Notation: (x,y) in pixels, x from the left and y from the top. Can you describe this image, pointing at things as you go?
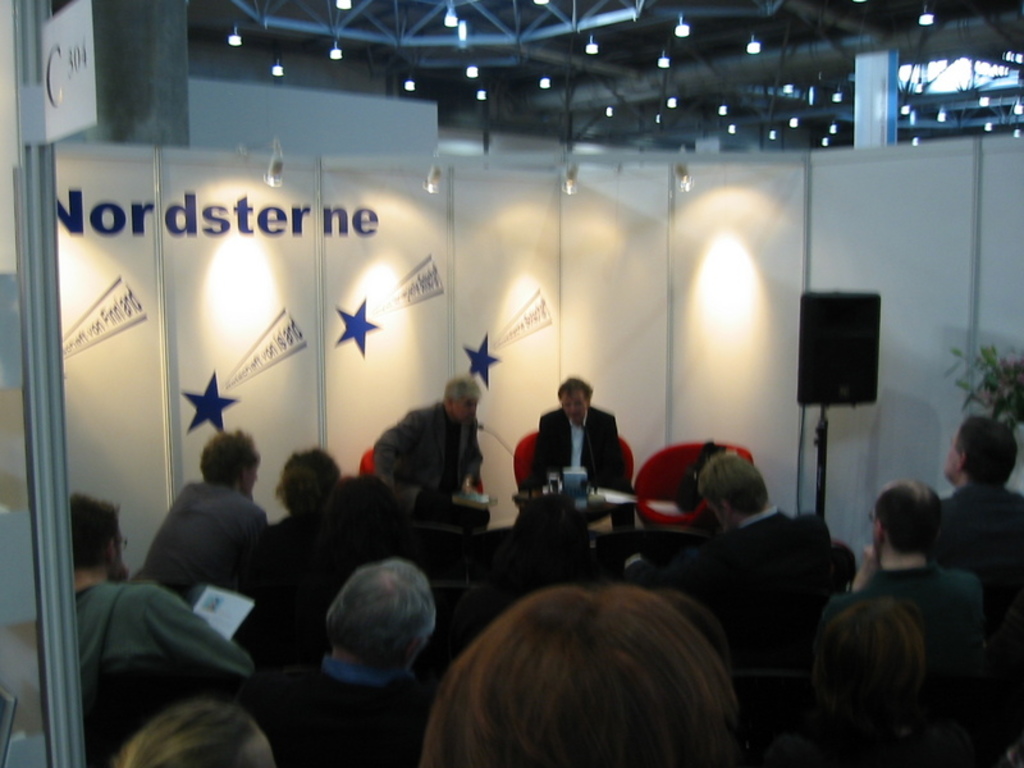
In the foreground of the picture (952,507) I can see a few people (952,507) sitting on the chair (684,539). In the background (581,411), I can see two men (600,411) sitting on the chairs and looks like they are speaking on the microphones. I can see a speaker (857,299) with stand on the right side (875,319). I can see a stainless steel pole (44,614) on the left side (44,600). I can see the metal scaffolding structure (563,73) at the top of the picture (573,58) and there is a lighting arrangement (916,88).
